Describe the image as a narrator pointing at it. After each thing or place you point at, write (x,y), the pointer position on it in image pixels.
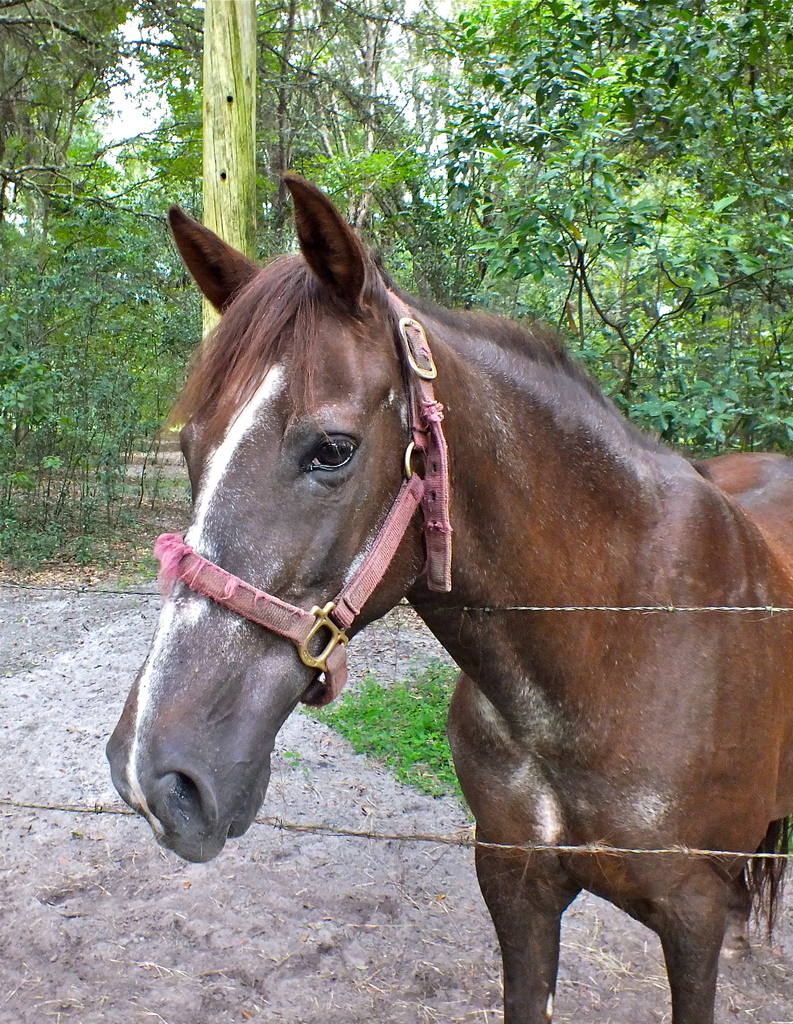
In this image we can see a horse (346,237) near the wire fence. In the background (174,104), we can see the grass (417,709), wooden pole (246,139) and the trees (372,71).
